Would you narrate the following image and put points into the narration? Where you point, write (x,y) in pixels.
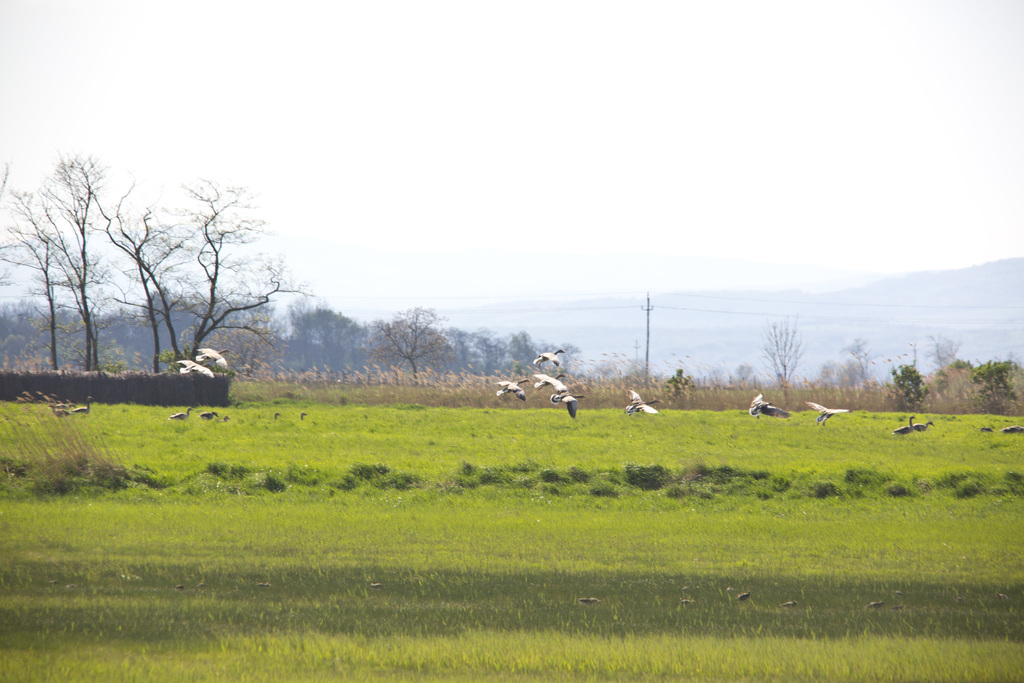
This picture is clicked outside. In the foreground (360,513) we can see the green grass (391,498) and birds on the ground (833,422) and there are some birds (549,378) flying in the air. In the background (730,135) there is a sky (969,165), pole (648,351), trees (123,328) and plants (679,409).
